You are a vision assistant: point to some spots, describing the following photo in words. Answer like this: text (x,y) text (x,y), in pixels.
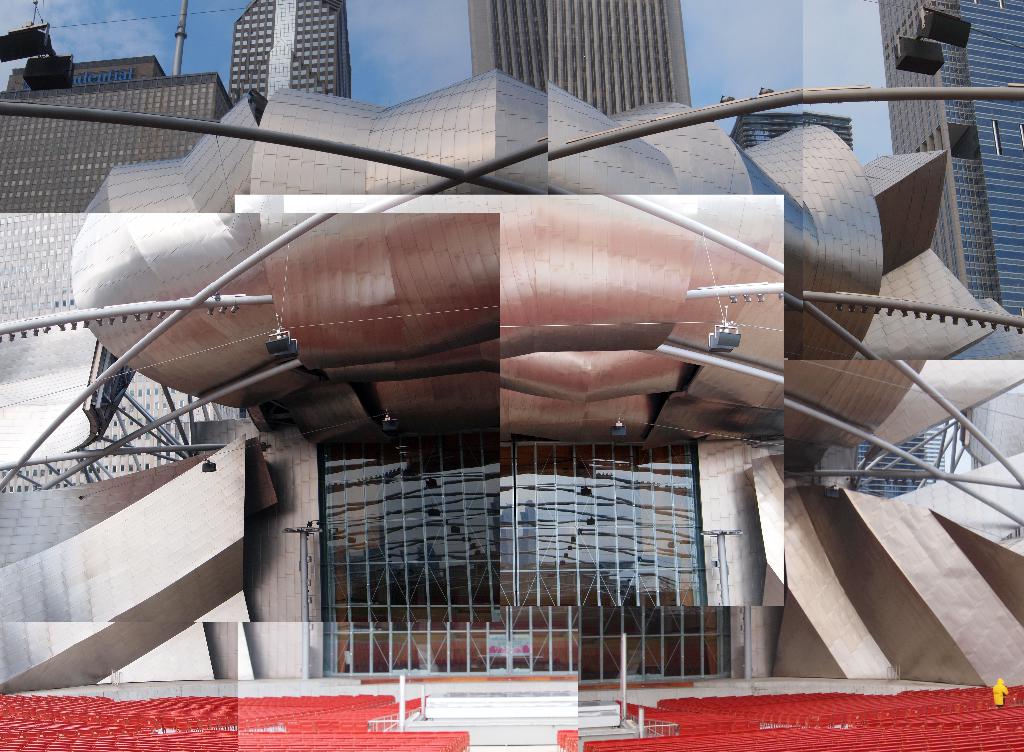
In this image there is a building (472,535) in flower structure. Behind it there are few buildings (531,43). Top of image (405,55) there is sky (376,67). Left top there are few lights (40,76) attached to the wire (155,17).
